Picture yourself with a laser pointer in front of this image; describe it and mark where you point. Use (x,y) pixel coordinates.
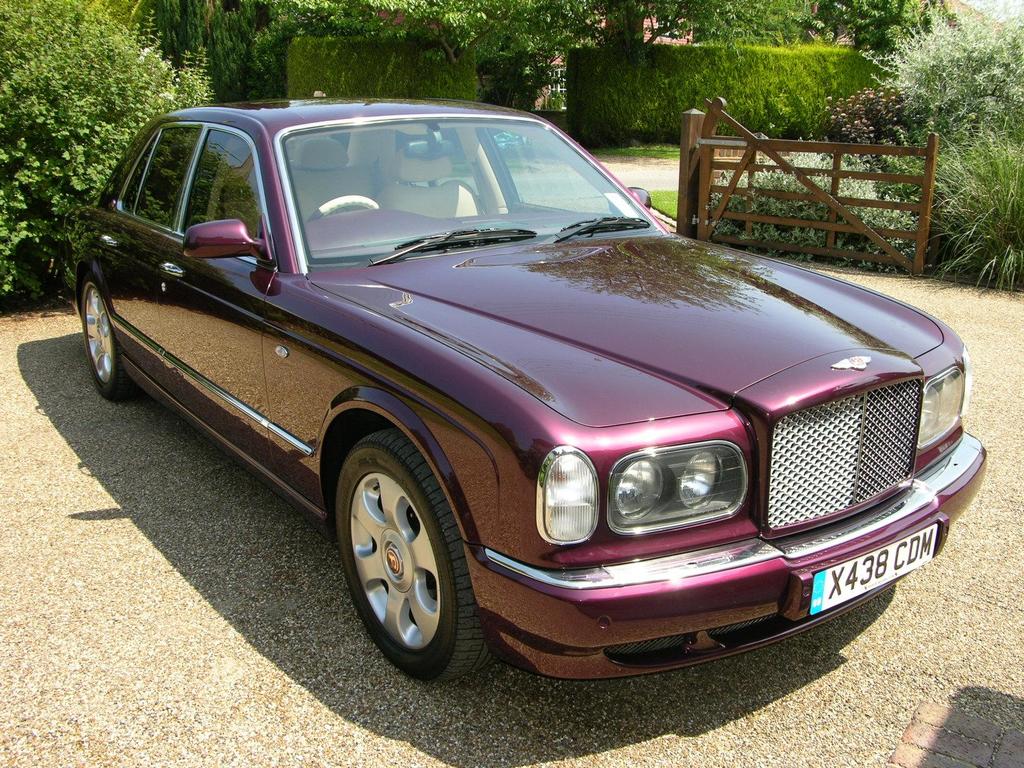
In this picture, we can see a vehicle (691,547), ground (407,710), plants (85,109), and wooden fencing (754,151).
